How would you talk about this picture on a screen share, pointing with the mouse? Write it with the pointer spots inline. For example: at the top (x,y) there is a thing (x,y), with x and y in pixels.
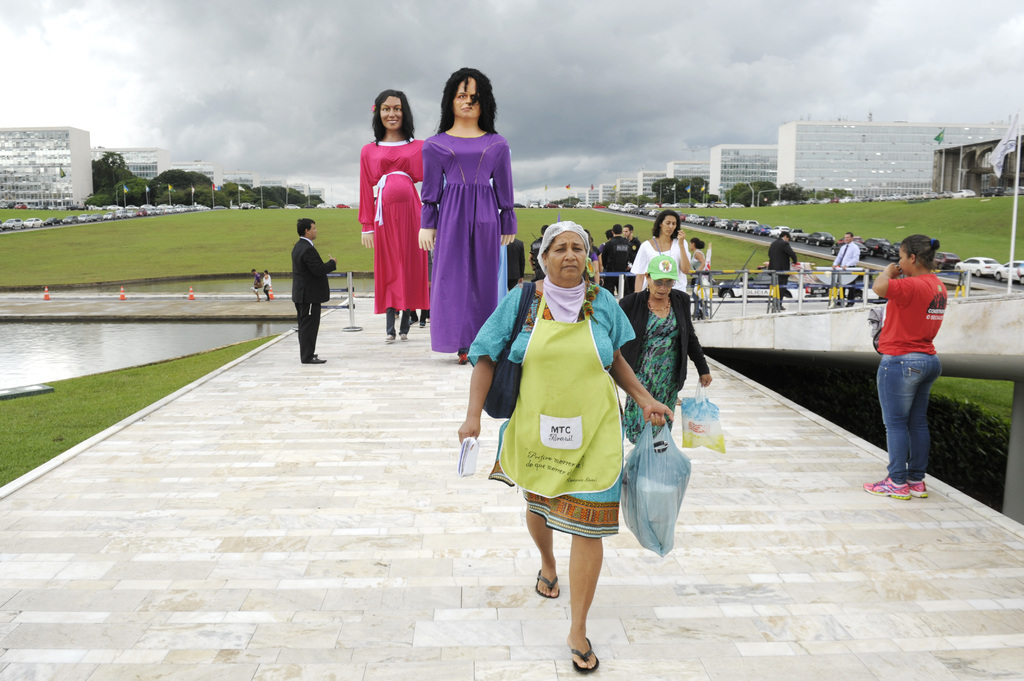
In this picture there are people (662,221) in the center of the image (573,238) and there is water (36,357) on the left side of the image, there are cars (96,220), trees (633,196), and buildings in the background area of the image (104,203).
